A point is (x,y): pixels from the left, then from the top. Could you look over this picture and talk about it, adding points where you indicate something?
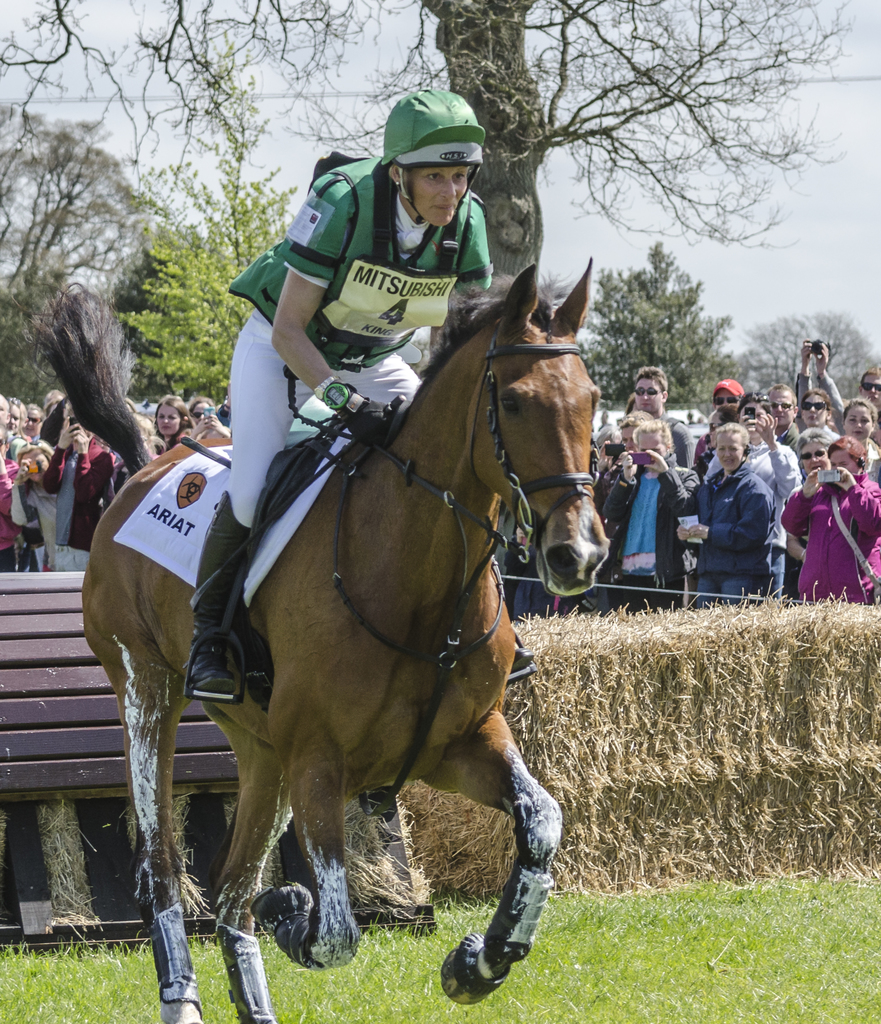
In this image there is the sky (247,50) towards the top of the image (688,97), there are wires (288,94), there are trees (177,276), there are a group of persons (743,544) standing, they are holding an object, there is grass (719,953) towards the bottom of the image (822,962), there is a wooden object (69,699) towards the left of the image (41,712), there is grass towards the right of the image (797,679), there is a horse (313,720) running, there is a woman (401,213) sitting on the horse (399,570), she is wearing a helmet (421,153).
